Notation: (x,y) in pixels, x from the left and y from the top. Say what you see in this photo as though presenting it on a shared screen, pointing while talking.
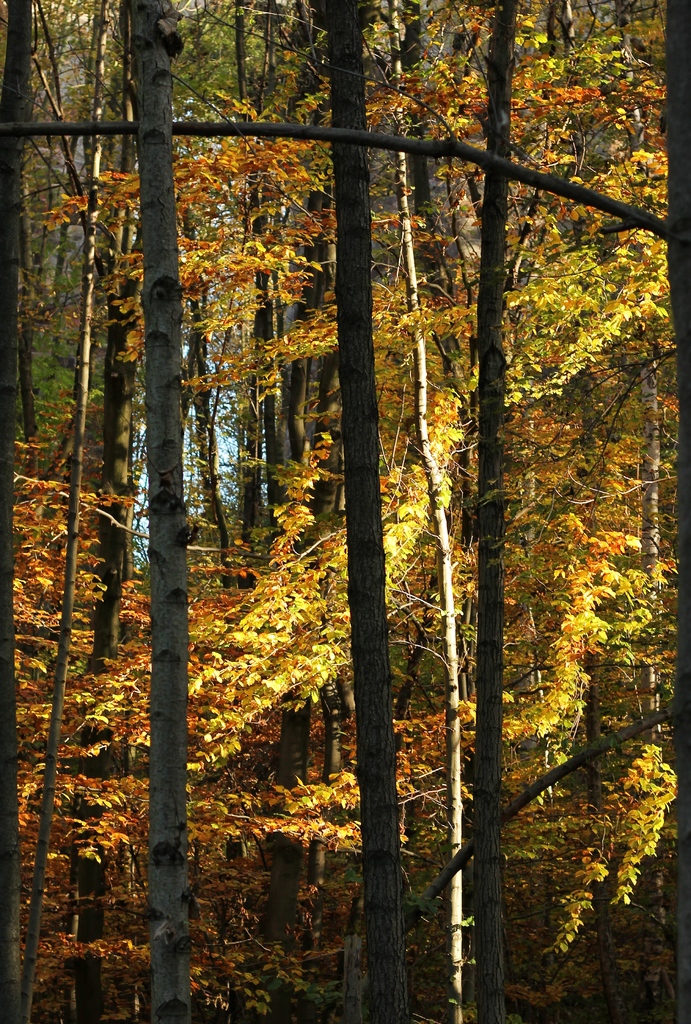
In this image I see number of trees (292,290).
